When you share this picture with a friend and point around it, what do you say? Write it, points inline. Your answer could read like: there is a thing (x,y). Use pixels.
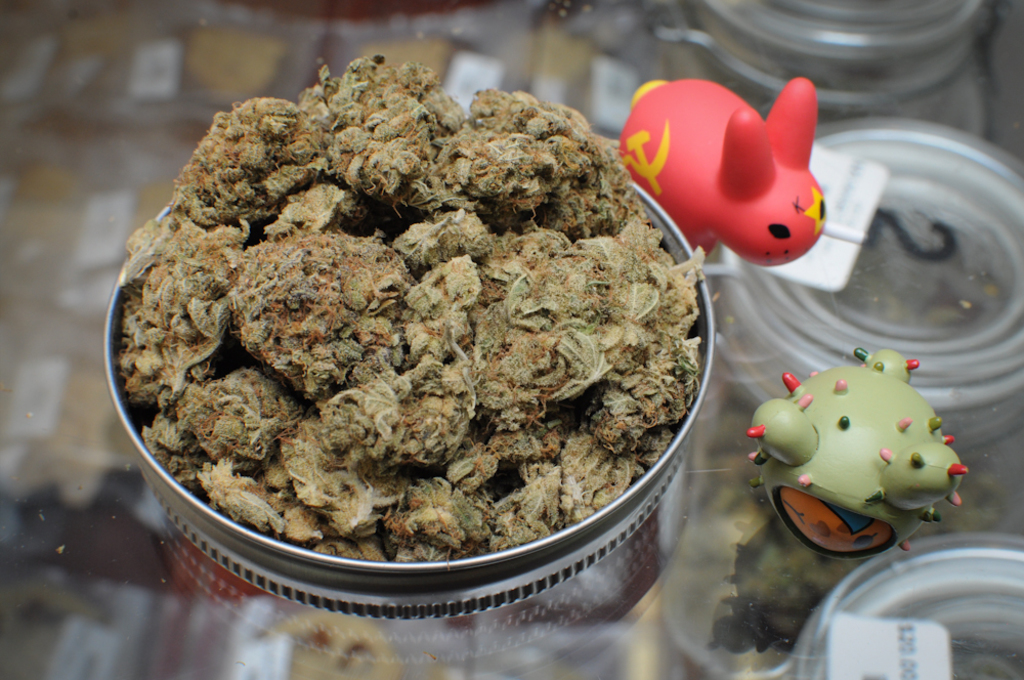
In this image there is a plate (261,551) on which there is weed (365,294). Beside the plate (247,549) there are toys (722,238). The plate (290,559) is kept on the glass table (554,634).
